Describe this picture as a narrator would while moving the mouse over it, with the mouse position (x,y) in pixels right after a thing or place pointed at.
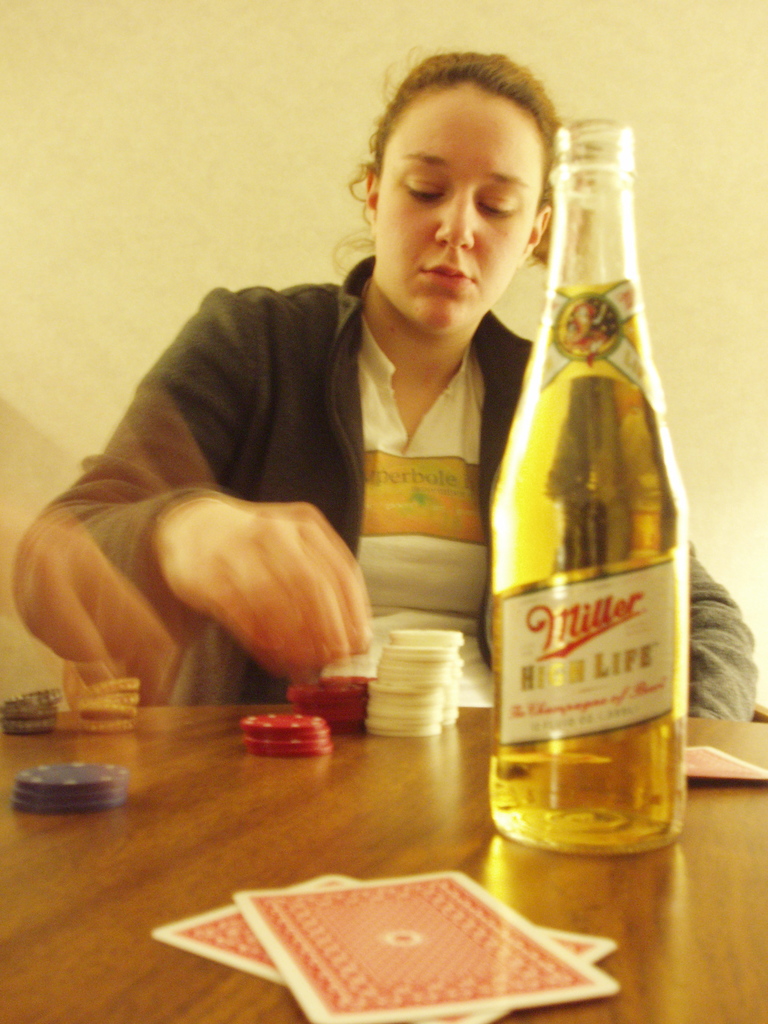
In this image there is a beer bottle (592,199) in the table (57,1000) and at the background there is a woman (439,628) who is playing with casino coins (335,721) and playing cards (293,916).
